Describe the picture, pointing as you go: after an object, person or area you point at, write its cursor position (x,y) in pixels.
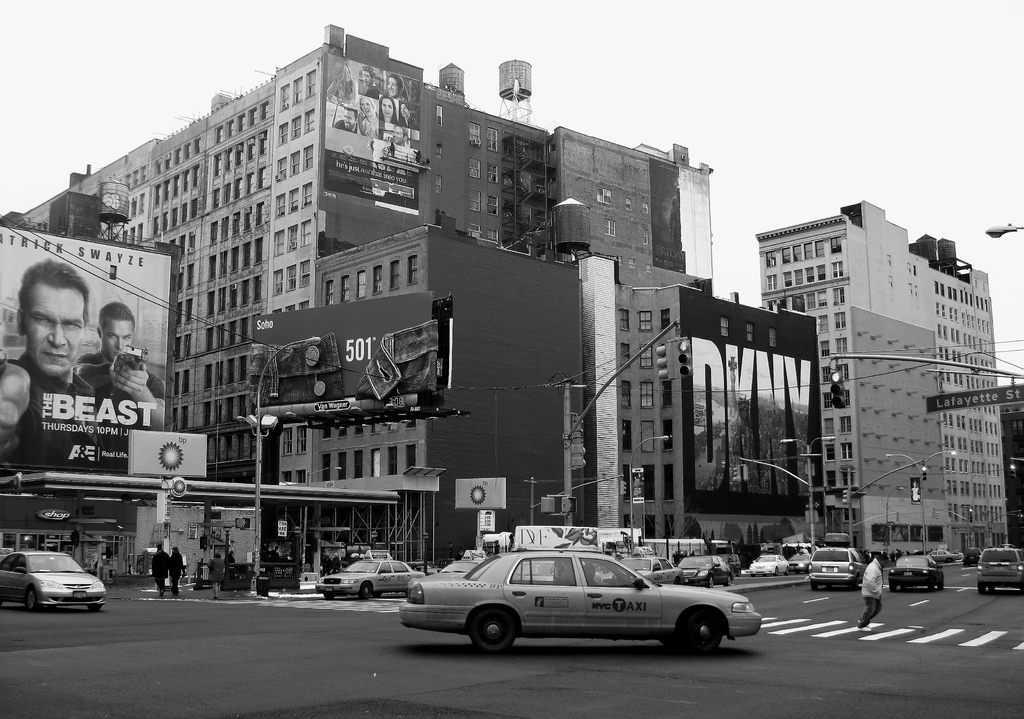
In this image we can see black and white picture of a group of vehicles (547,592) parked on the road (205,603), a group of persons (872,611) is standing on the ground (200,598), In the center of the image (360,400) we can see traffic lights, sign boards (144,388) with some text (145,420). In the background (199,166), we can see buildings (626,303) with windows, containers (525,77) placed on stands (516,109) and the sky (739,126).
